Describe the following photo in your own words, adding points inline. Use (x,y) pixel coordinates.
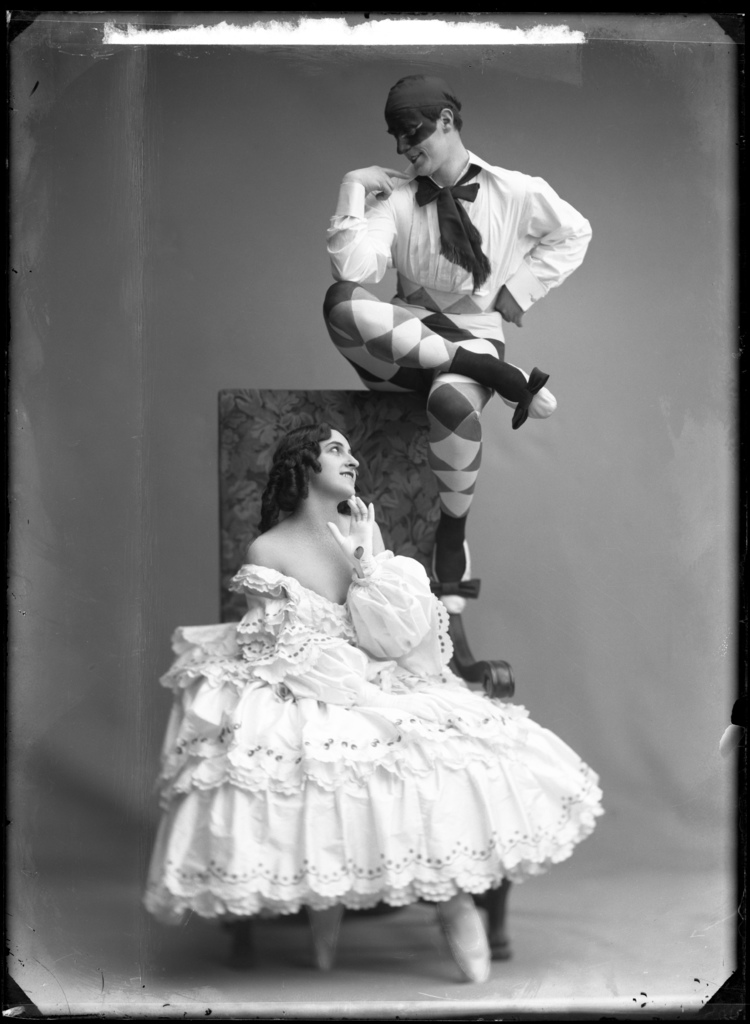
This picture consist of an art and in the image I can see a woman (341,507) sitting on the chair (341,406) wearing a white color gown (307,699) and a person (490,385) sit above the chair (418,422).
